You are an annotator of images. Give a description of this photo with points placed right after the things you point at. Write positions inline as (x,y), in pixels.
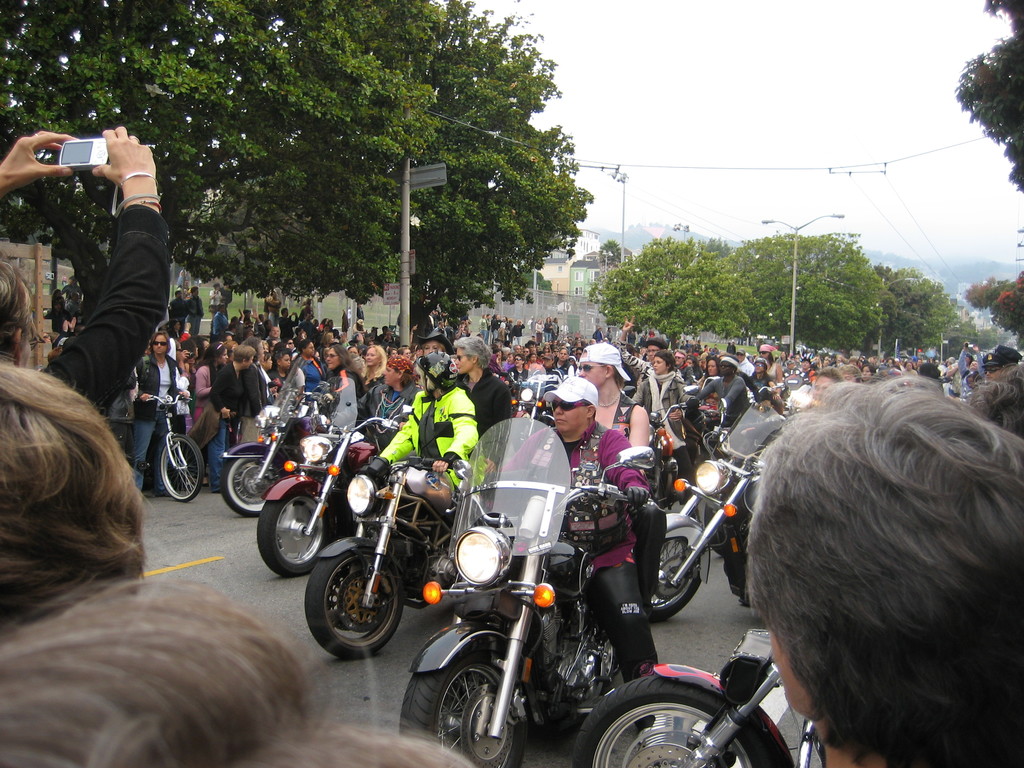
There are few persons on the vehicles (632,457) on the road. At the bottom (97,641) and on the left side (59,436) we can see few persons (135,659) and among them a person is holding a camera (78,163) in the hands (66,175). In the background (473,257) there are few persons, trees (478,233), poles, buildings (547,273), wires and clouds (823,212) in the sky (839,184).
